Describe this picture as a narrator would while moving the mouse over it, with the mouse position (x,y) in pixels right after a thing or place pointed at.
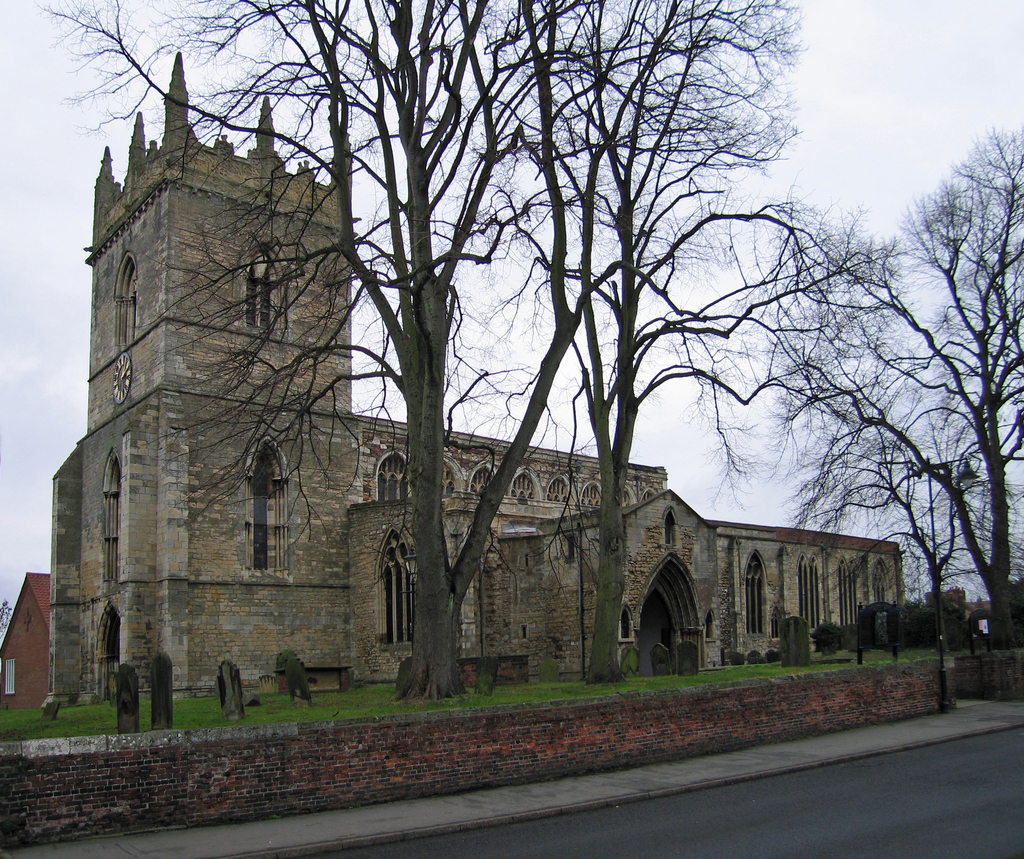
In this image we can see the church (302,539), trees (458,244), graveyard stones (168,672) and also the wall (804,685). In the background (755,182) we can see the cloudy sky (884,211). At the bottom (650,812) we can see the road (948,809).
